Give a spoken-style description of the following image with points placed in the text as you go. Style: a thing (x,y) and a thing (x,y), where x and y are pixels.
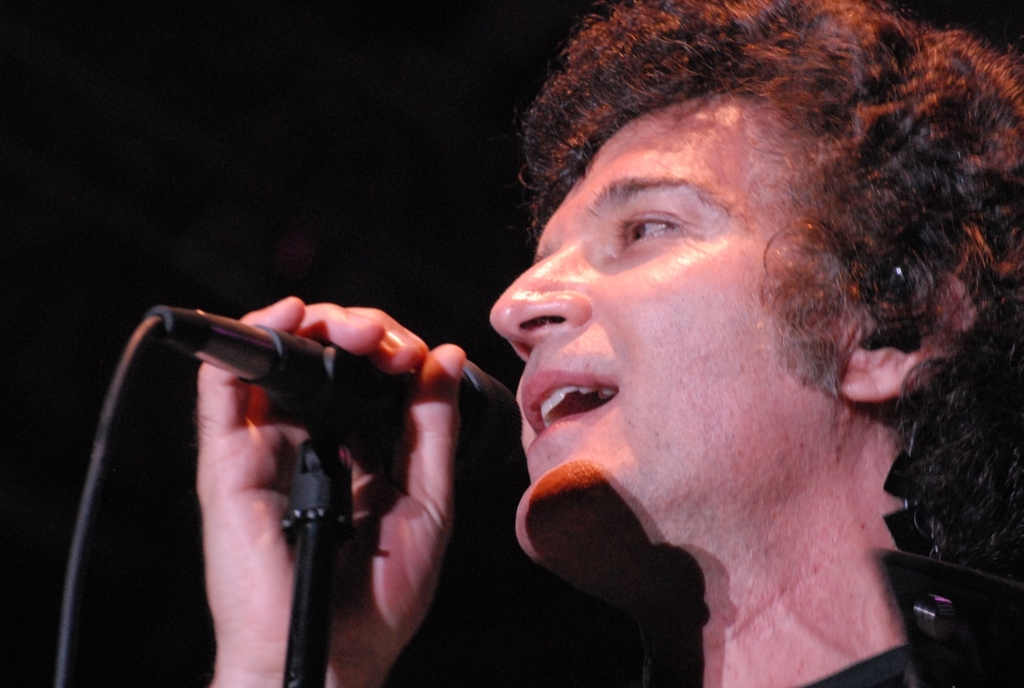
In this image there is a man (667,259) and he is singing on a mic (470,394). The background (283,164) is dark.
